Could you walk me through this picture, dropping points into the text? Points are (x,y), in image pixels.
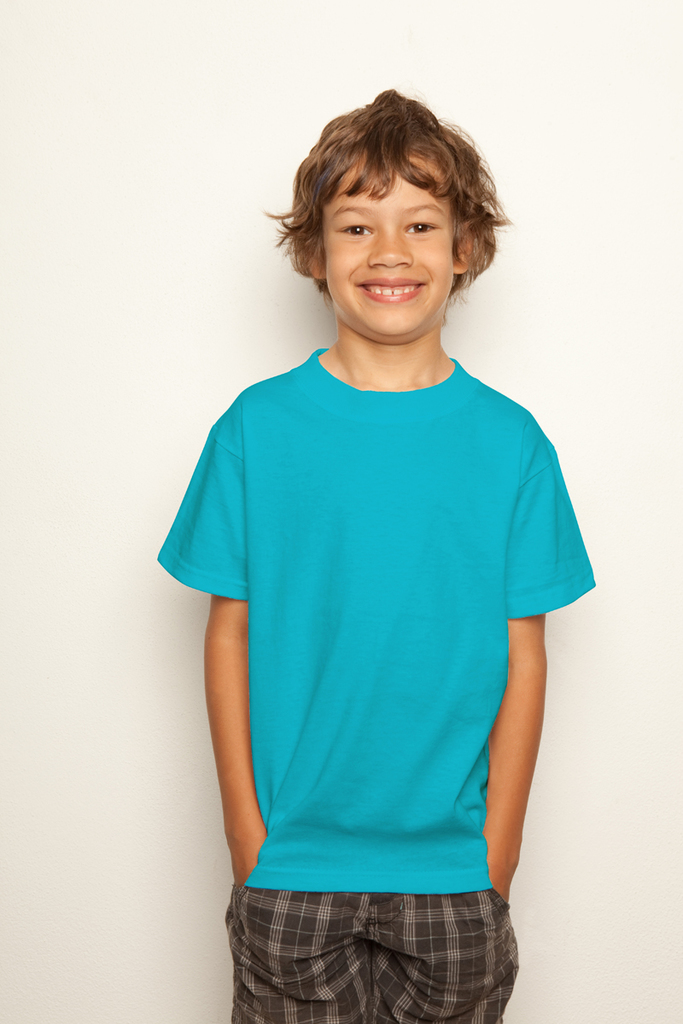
In this image, we can see a person (330,541). We can also see the background (602,923).
